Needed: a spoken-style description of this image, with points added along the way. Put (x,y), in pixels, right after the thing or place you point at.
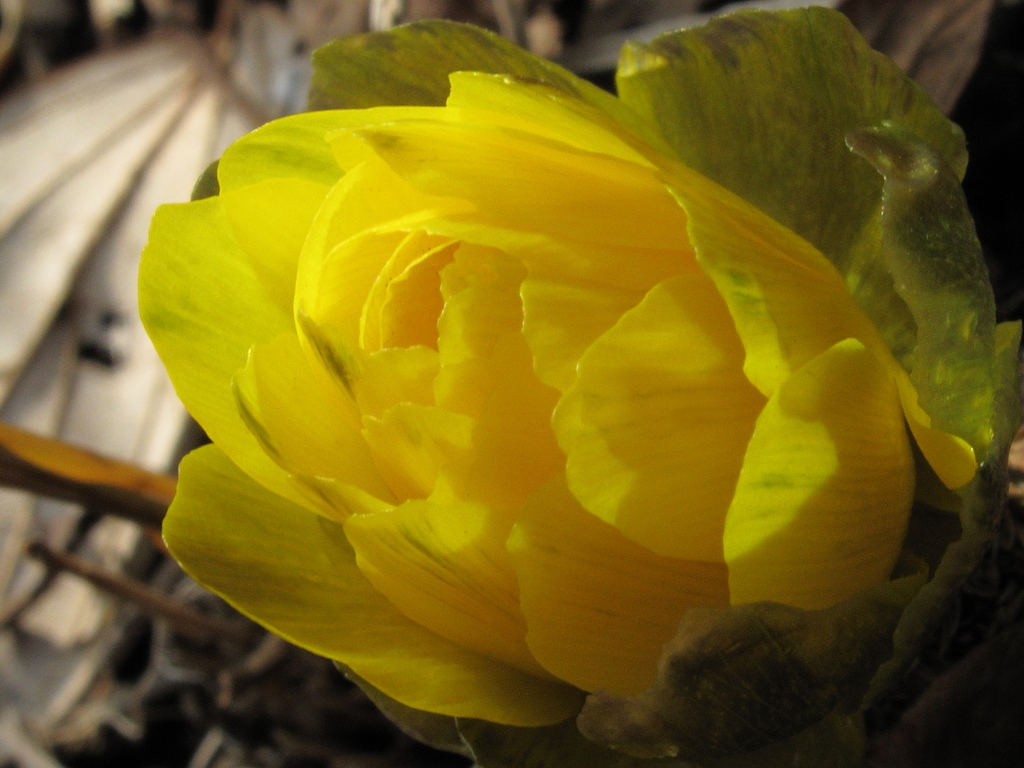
In this image we can see the flower (516,224) and the background (127,24) is not clear.
